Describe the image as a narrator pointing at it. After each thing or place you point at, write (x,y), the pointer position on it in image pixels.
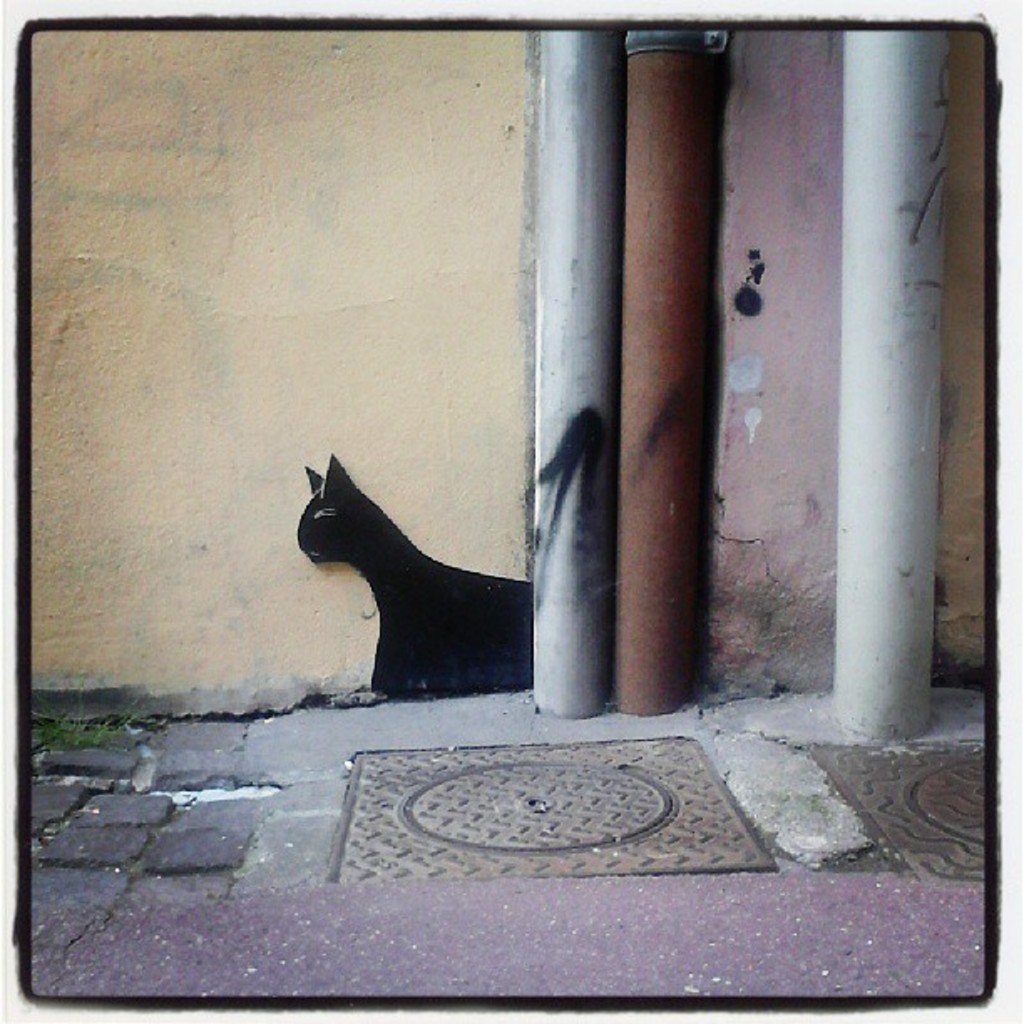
In the foreground of this image (588,530), there are pipes (589,497), manhole (513,815) on the ground (422,971) and a cat sketch (362,525) on the wall (210,374).
